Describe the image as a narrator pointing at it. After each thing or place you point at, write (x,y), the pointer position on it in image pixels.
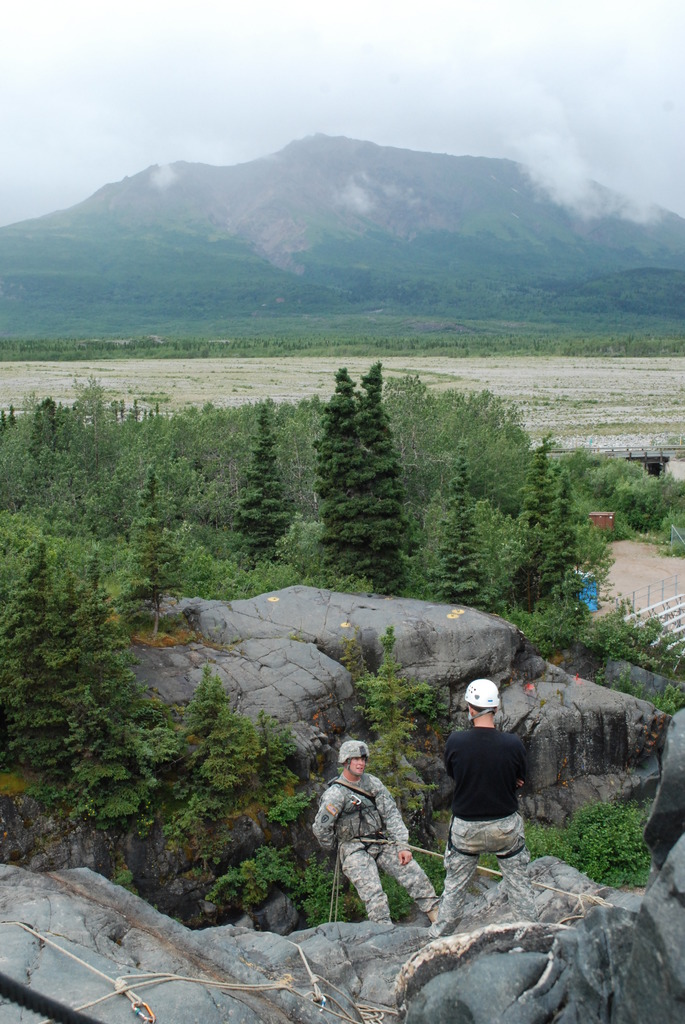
This is an outside view. At the bottom (385,858) there are two persons (390,850) wearing helmets (353,743) on their heads (469,711) and standing on the rocks (336,983). In the middle of the image (385,509) there are many trees (492,602). In the background (336,192) there is a mountain (430,174). At the top of the image (405,72) I can see the sky (245,90).
